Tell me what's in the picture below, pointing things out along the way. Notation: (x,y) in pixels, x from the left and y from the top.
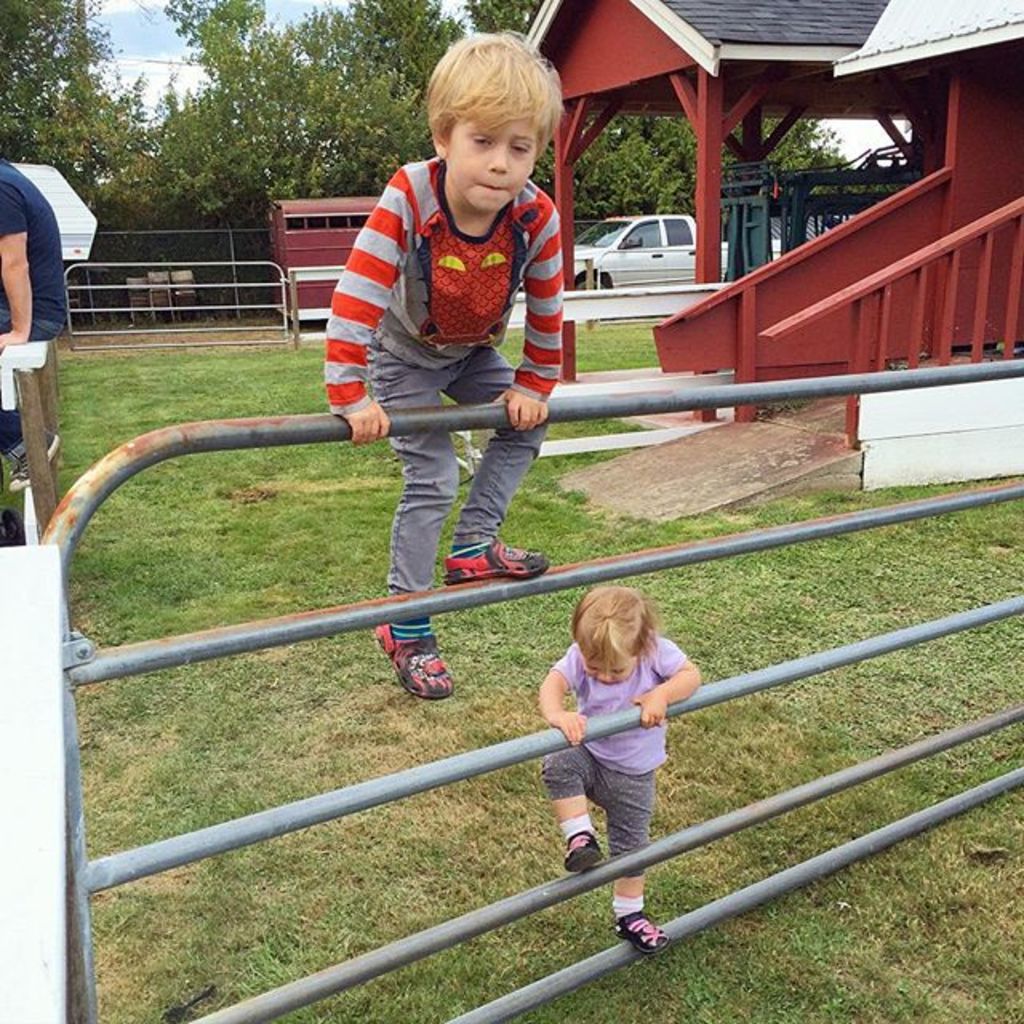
In this image there are two kids (491,548) who are climbing the metal gate (446,604). In the background (728,111) there is a house (731,291) on the right side (749,294) and there is a person (52,284) leaning on the wooden fence (33,359) on the left side (57,296). In the background (375,119) there are trees (349,101). On the ground (196,338) there is a truck (657,242).
